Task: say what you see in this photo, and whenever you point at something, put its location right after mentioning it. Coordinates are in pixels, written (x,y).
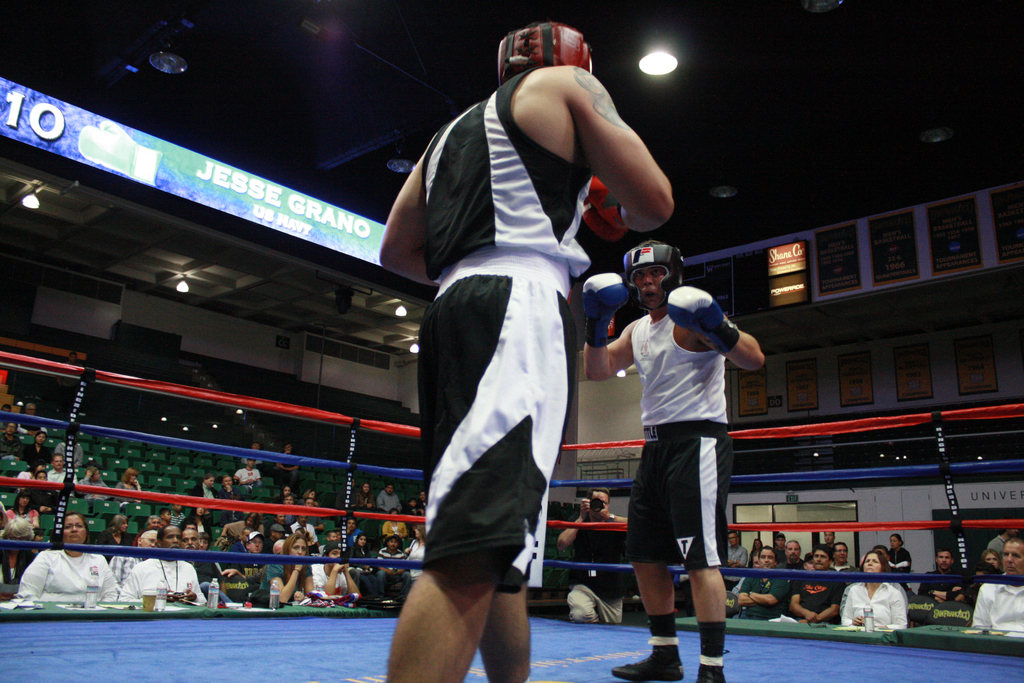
Here in this picture we can see two men (712,423) present in the boxing ring (106,650) and we can see they are wearing gloves (709,317) and head gears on them and around them we can see people (95,475) sitting in the stands (115,464) and watching them and the people (51,566) sitting in the front (901,611) are having tables (1009,650) in front of them with bottles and papers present on it over there and at the roof (664,95) we can see lights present over there.
